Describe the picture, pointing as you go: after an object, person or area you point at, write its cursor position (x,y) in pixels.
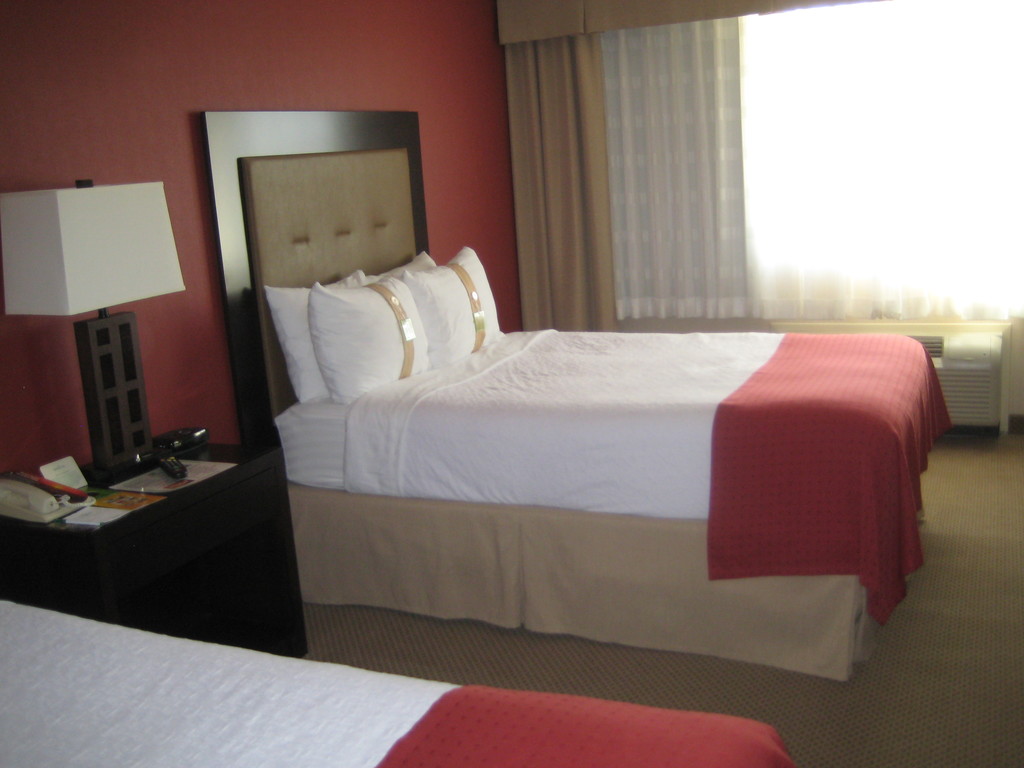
In this image, in the middle (674,427) there is a bed (681,489). To the right (718,225) there is a window (829,191) attached with a curtain (783,166). In the back of the bed (619,430) there is a wall (297,61) and side by the bed (207,157) there is a table (202,545) and lamp (94,308).
